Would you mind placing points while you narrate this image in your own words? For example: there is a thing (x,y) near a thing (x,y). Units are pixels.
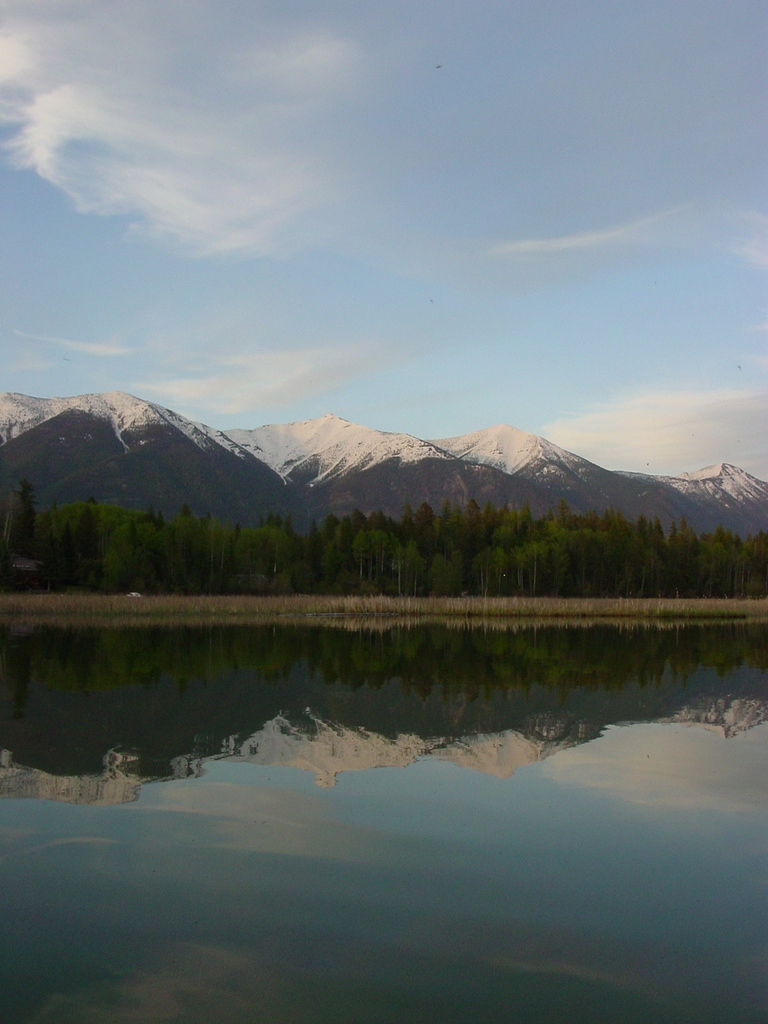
In the foreground (764,882) we can see the water (422,715). In the background (63,487), we can see the mountains (418,489) and trees (572,530). This is a sky (411,322) with clouds (267,116).
